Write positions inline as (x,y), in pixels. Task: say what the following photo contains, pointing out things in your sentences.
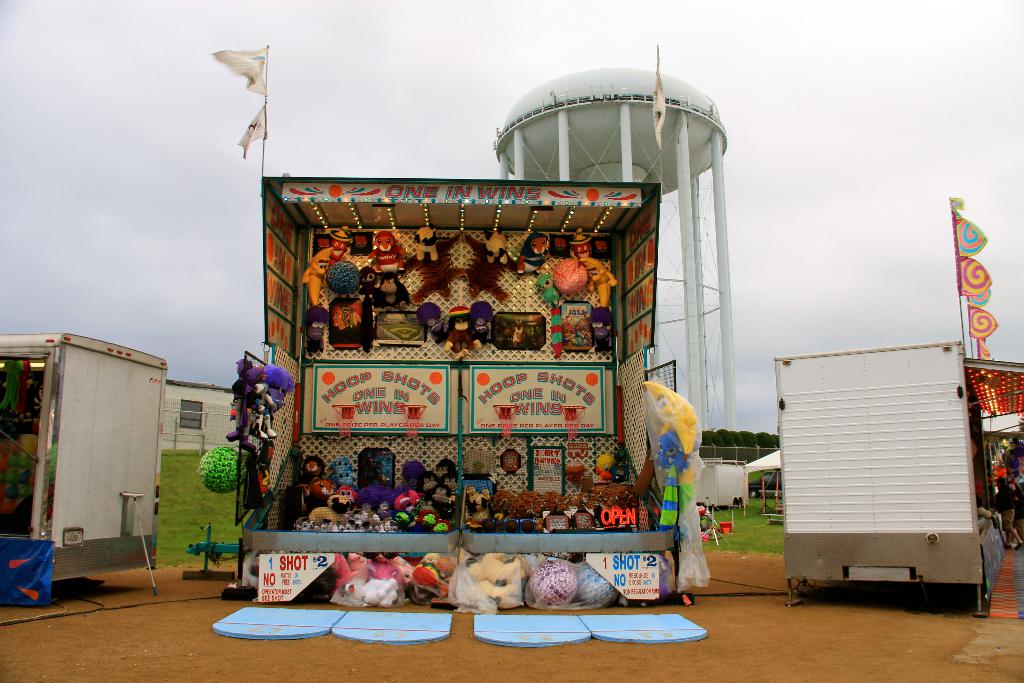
In this picture we can see the sheds (792,447), tent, house (212,439), fencing (216,424), grass (750,520), toys (661,455), flags (975,245), poles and some other objects (556,413). In the center of the image (679,277) we can see a tower (655,151) and pillars (716,210). In the background of the image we can see the wires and trees (730,433). At the bottom of the image (592,642) we can see the ground (518,671). At the top of the image (479,170) we can see the sky (162,158).
